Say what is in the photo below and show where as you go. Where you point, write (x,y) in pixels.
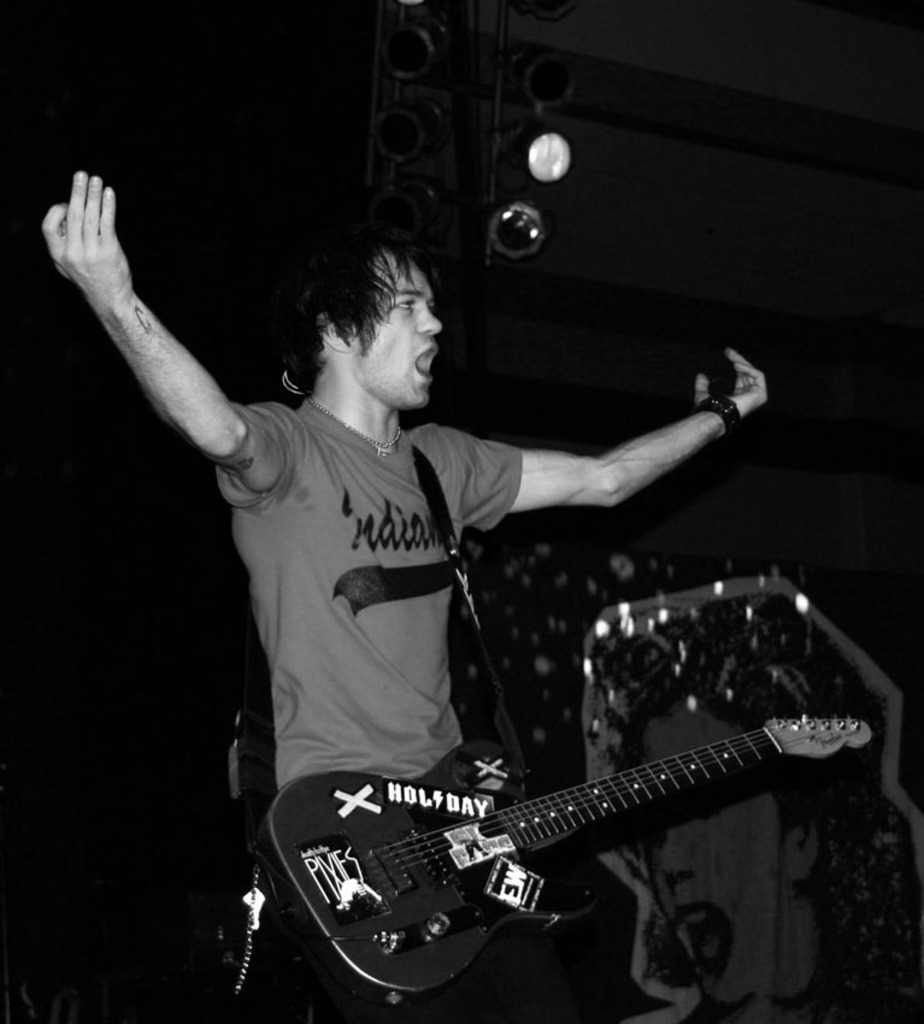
Here we can see a man (338,626) with a guitar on him, spreading his arms (619,455), singing something and behind him we can see a picture (684,646) of a face (709,874) and lights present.
